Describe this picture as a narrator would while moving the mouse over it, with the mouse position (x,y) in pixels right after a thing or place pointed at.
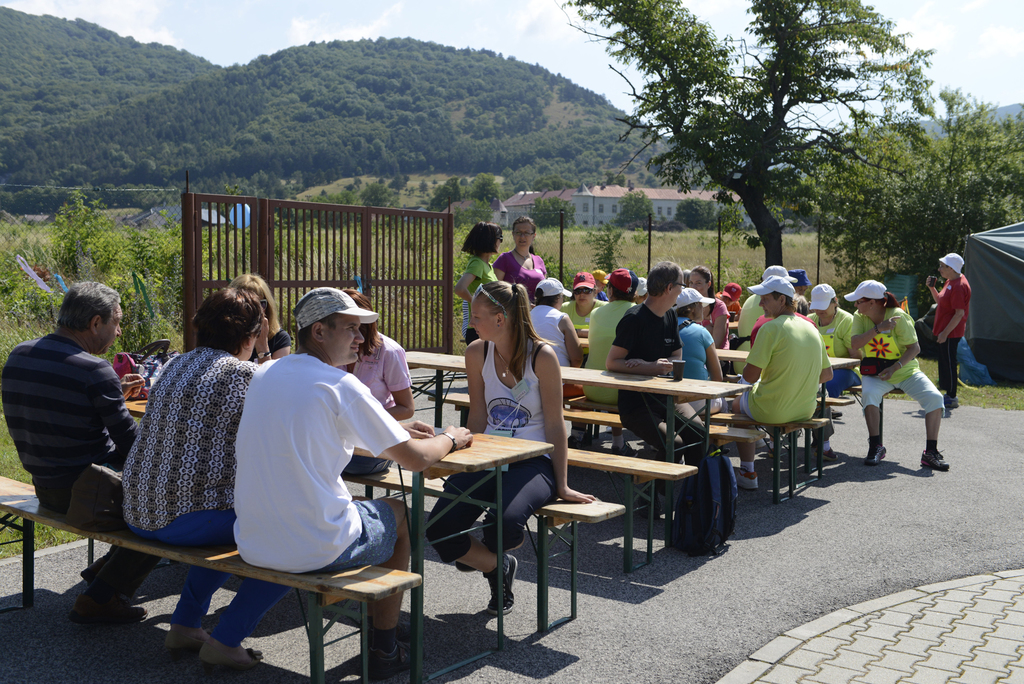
There are a group of people (611,333) sitting on a wooden chairs (59,511). There is a metal fence (378,253). This is a tree (710,138). In the background (315,168) there is a mountain (504,74). This is a sky (505,27) with clouds (556,28).
